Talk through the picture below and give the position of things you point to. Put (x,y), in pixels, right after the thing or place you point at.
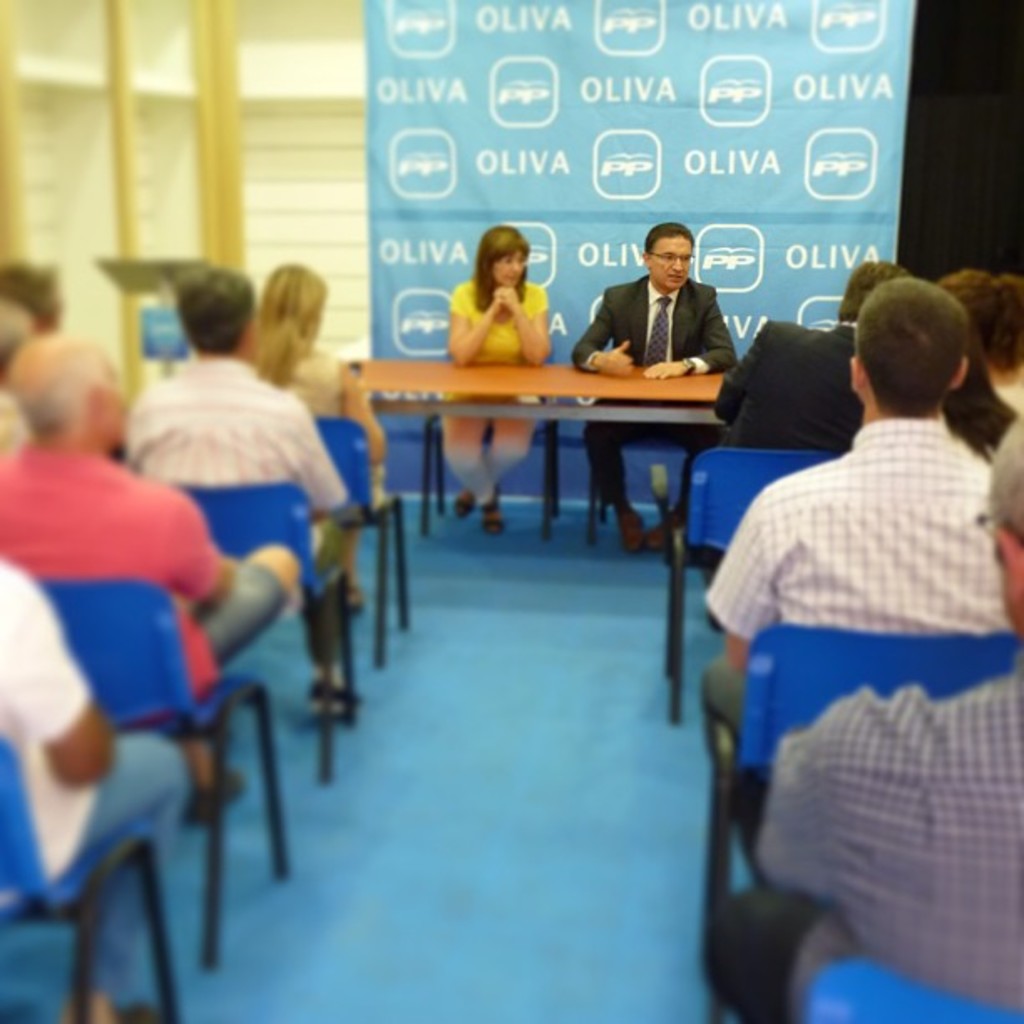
In this picture we can see a man (643,333) and a woman (530,299) sitting on chairs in front of a table (543,381). On the background (602,219) we can see a hoarding (616,181). Here at the right (873,653) and left side of the picture (197,601) we can see few persons (811,612) sitting on a chairs (238,701). This is a floor (483,847). This is a podium (159,268).
